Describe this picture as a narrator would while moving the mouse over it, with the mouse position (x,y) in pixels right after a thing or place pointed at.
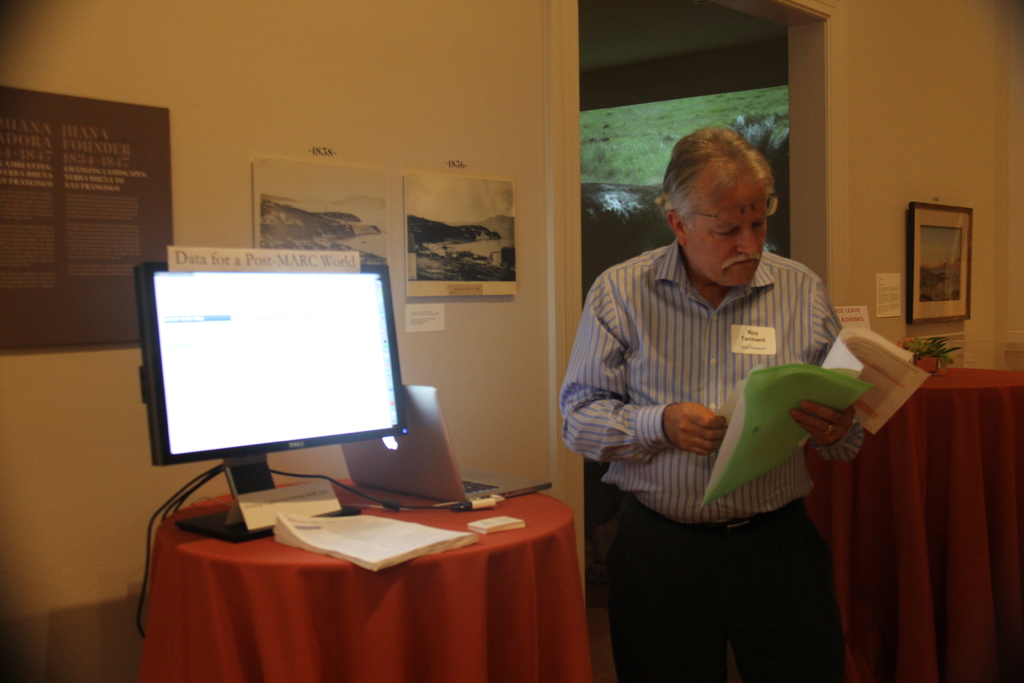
In this picture we can see a man (795,507) standing and holding a file (790,389), on the left side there is a table (485,594), we can see a laptop (424,469), a monitor (260,423), a book (389,533) and a board (251,507) present on the table (385,601), in the background (301,124) there is a wall (348,61), we can see three boards (319,195) and a wall (210,206), on the right side (943,401) we can see another table (955,397) and a photo frame (923,275), we can see two pages (890,299) pasted on the wall (876,299).
